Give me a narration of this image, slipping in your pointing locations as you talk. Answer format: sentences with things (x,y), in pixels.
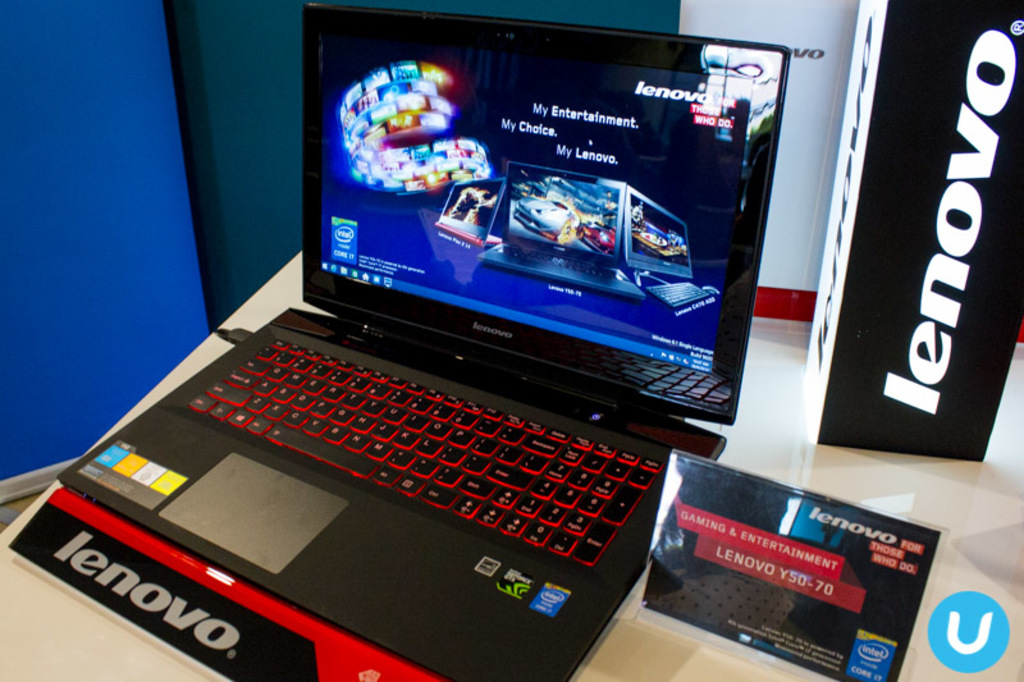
In the center of the image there is a laptop (347,15) on the table (70,613). In the background of the image (299,161) there is a wall (241,90).
